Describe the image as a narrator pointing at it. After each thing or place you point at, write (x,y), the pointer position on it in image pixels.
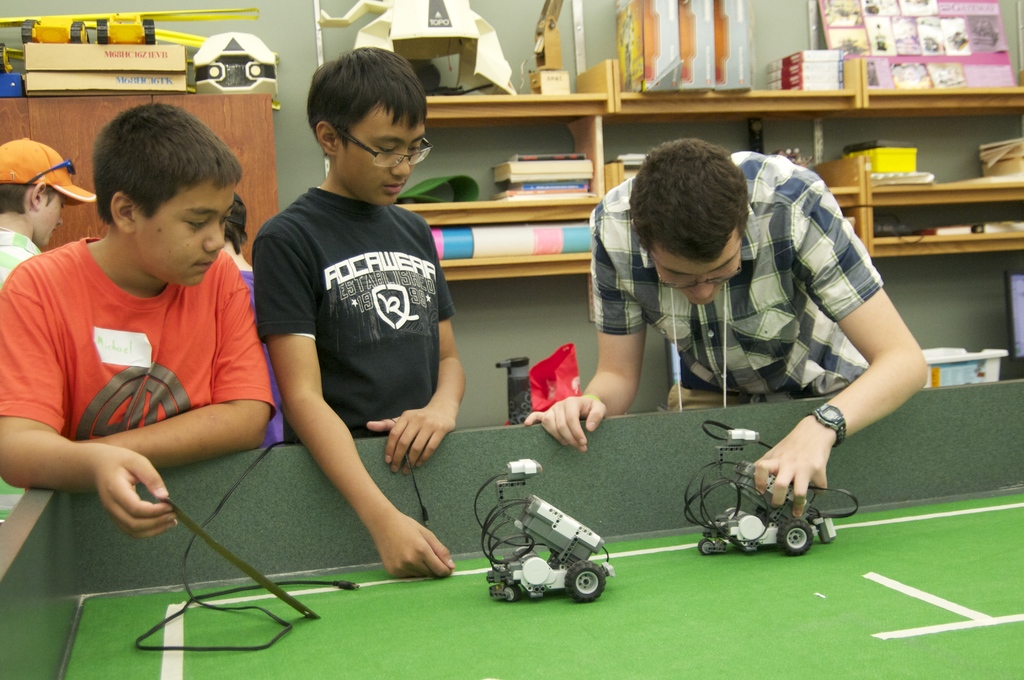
In this image I see 2 boys (300,253) and a man (665,306) over here and I see a table (729,582) on which there are 2 toys (759,523) and I see the wire (194,539) over here. In the background (803,111) I see the racks (916,193) on which there are many things (508,79) and I see few more things (157,44) over here.
